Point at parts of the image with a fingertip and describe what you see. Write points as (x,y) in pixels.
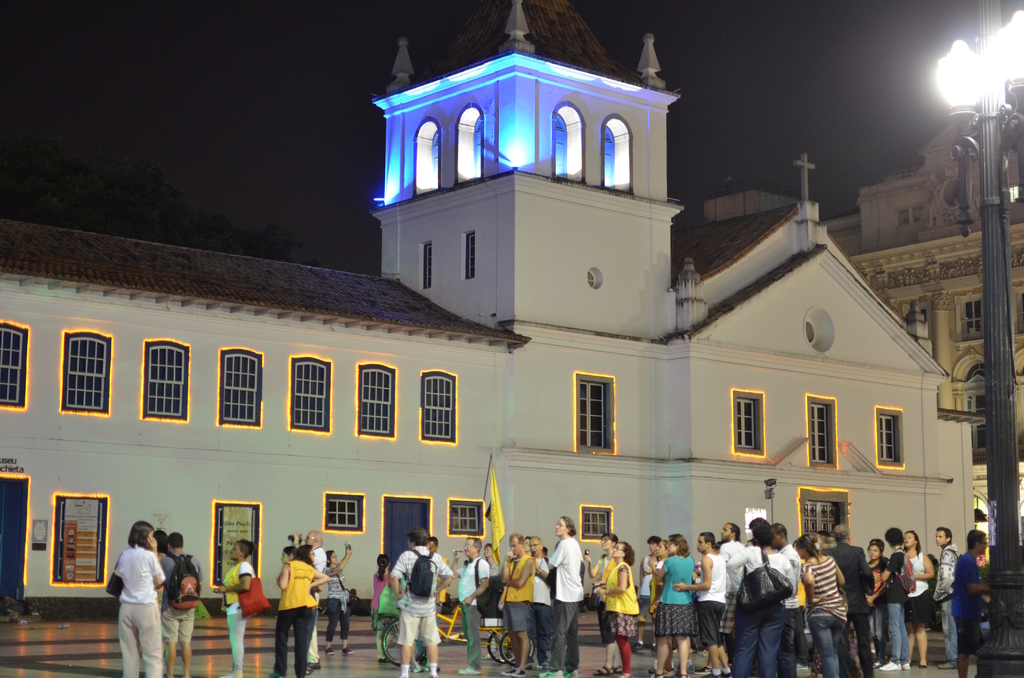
This image consists of many people (804,627) standing on the road (211,651). In the background (787,418), we can see the buildings (667,210). At the top (112,121), there is sky (364,45). On the right (986,272), we can see a pole (1013,523) along with the lights (1010,73). At the bottom (349,642), there is a road (68,668). In the front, there are many windows (476,513) and doors (2,482).
